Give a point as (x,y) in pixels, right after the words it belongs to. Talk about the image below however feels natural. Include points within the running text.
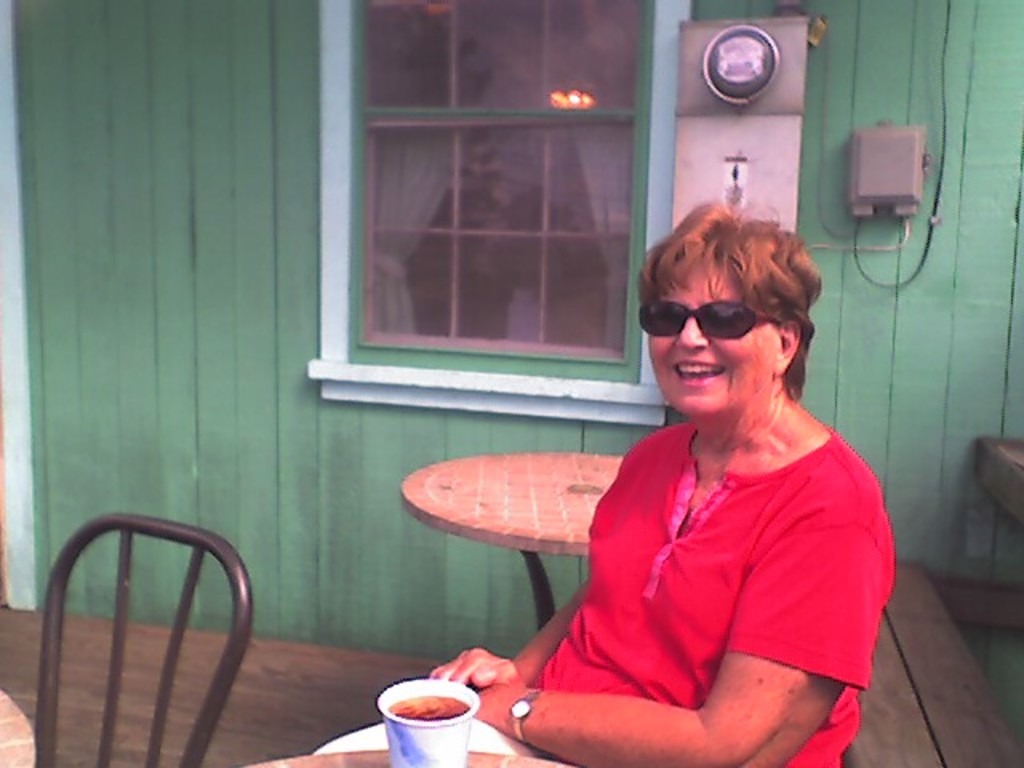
In the picture we can see a woman (708,469) wearing glasses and she is laughing, in front of her there was table (308,760), on that table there was a glass (455,721) with some liquid (445,704), back of woman (866,494) there was a wall (933,379) and there was a window (551,125) with a curtain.
